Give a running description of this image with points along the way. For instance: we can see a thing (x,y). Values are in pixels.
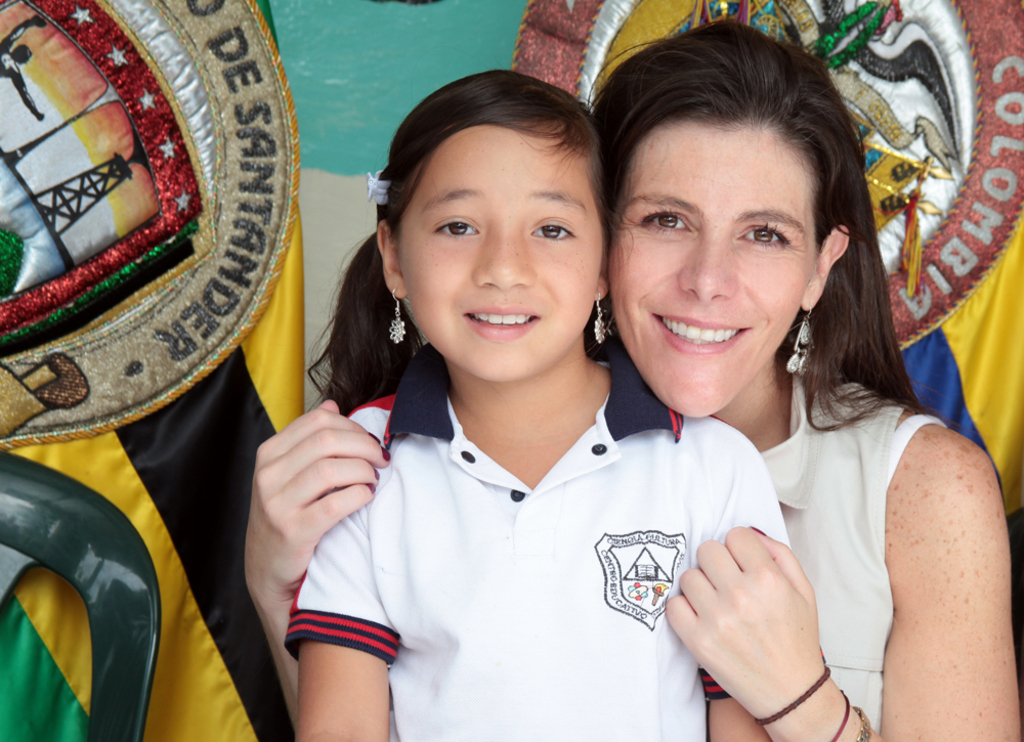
In this image we can see a woman (838,456) wearing white dress (813,548) and child (501,614) wearing white color T-shirt (531,651) are smiling. In the background (92,461), we can see few objects (238,20).
